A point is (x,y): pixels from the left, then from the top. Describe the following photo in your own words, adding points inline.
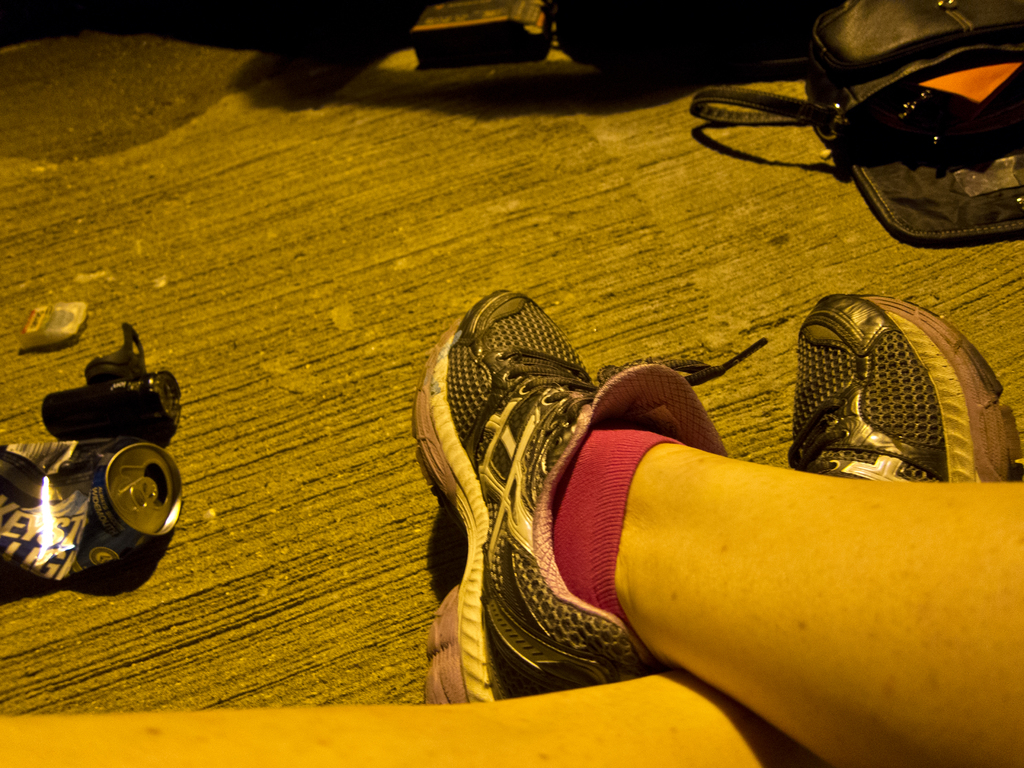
In this image we can see person's legs (486,547), beverage tin (166,483) and the bag (886,153) on the floor (552,173).
